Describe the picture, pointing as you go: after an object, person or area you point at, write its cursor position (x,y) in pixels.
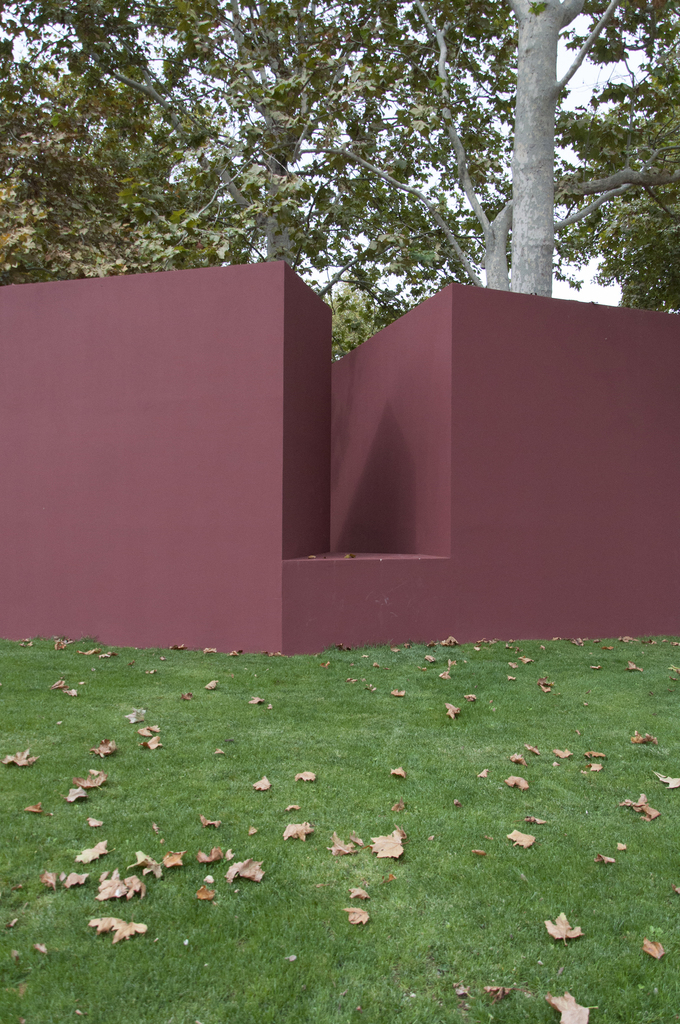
In this image we can see ground (429,802), shredded leaves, construction (282,322), trees (434,155) and sky (171,183).
